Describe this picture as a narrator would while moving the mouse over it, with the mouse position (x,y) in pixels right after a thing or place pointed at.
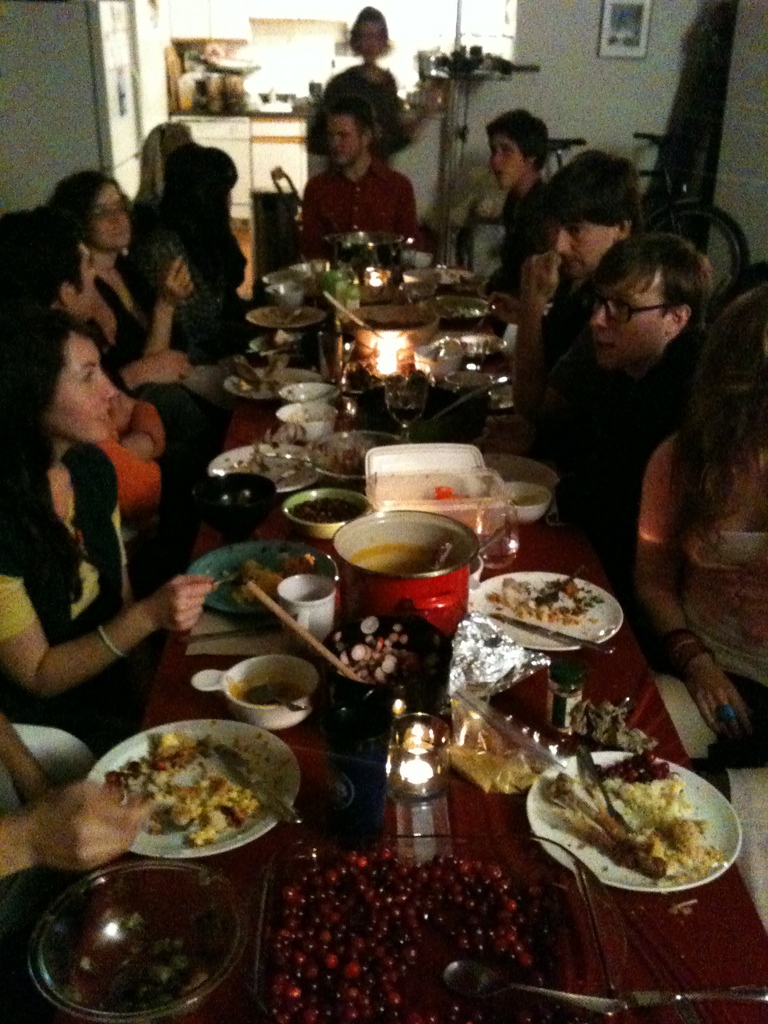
In this picture there are many persons (624,350) gathered around dining table (303,743) and having food (579,830). In the center of the image (447,348) there is a dining table (527,555), on the table (317,740) there are many plates (288,555), cups (307,615), bowls (345,631), spoons (588,763) and food (624,792). In the background (401,128) a woman (412,122) is standing. To The top left (72,103) there is a refrigerator (60,55). To the top right (665,139) there is a bicycle (739,235) and a frame (605,34). In the background (325,48) a kitchen (208,72) can be seen.
